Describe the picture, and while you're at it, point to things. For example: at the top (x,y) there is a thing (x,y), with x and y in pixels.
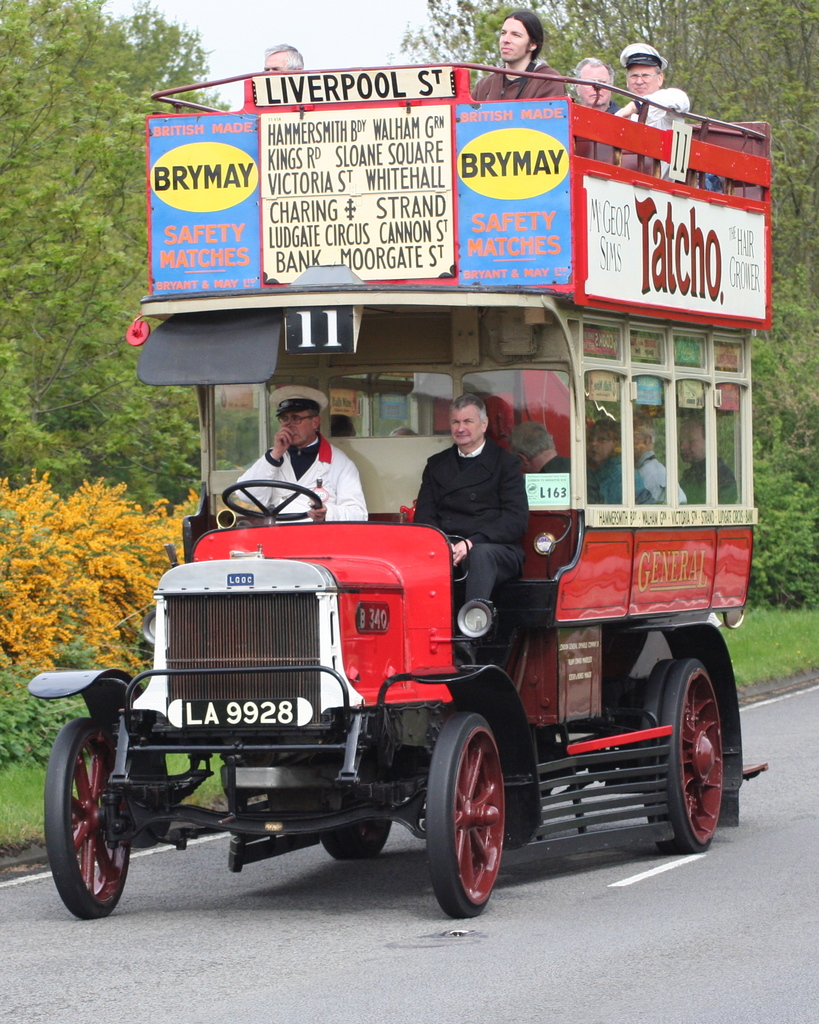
In the foreground (330,415) I can see a person (286,405) is driving a vehicle (401,732) on the road (764,707), boards (541,252) and a group of people (462,501). In the background (128,428) grass (816,632), trees (116,390) and the sky (251,52). This image is taken may be on the road (426,924).
